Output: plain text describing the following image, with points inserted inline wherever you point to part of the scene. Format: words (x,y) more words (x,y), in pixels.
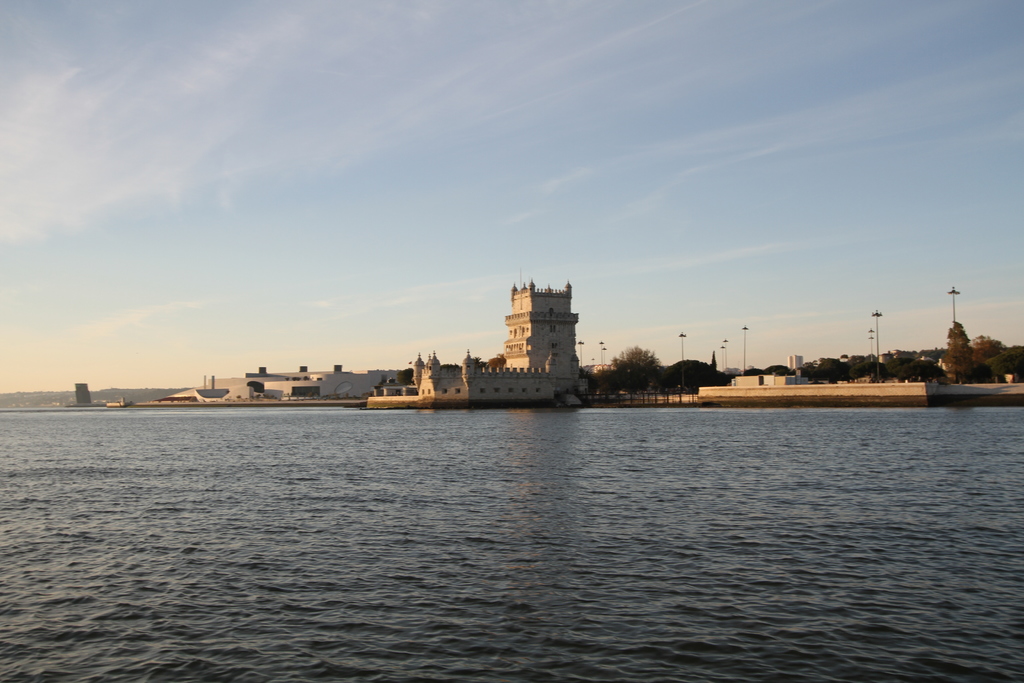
In the foreground of the picture (292,458) there is a water body (76,421). In the center of the picture (526,384) there are buildings (292,377), trees (830,362), street lights (877,332) and other objects (122,397). In the background (361,183) it is sky (494,184).
